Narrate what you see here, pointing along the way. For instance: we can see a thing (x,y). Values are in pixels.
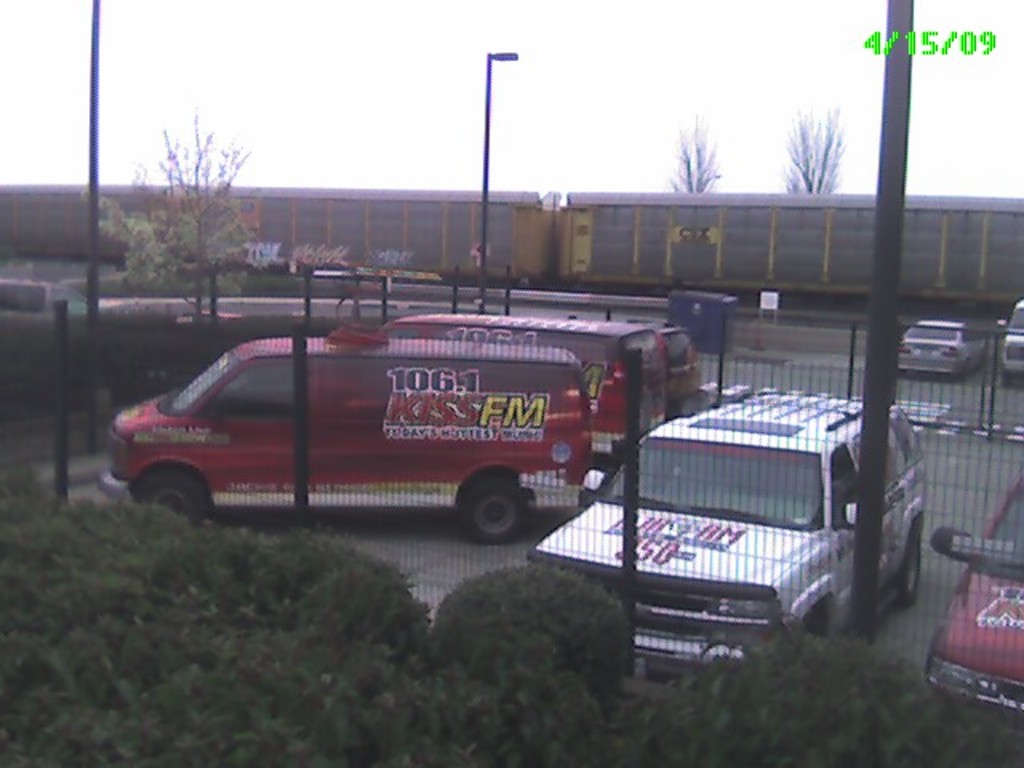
In this picture, we can see a few vehicles (1015,504), trees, plants (275,564), road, fencing (949,431), containers (271,258), poles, and the sky (680,78).
